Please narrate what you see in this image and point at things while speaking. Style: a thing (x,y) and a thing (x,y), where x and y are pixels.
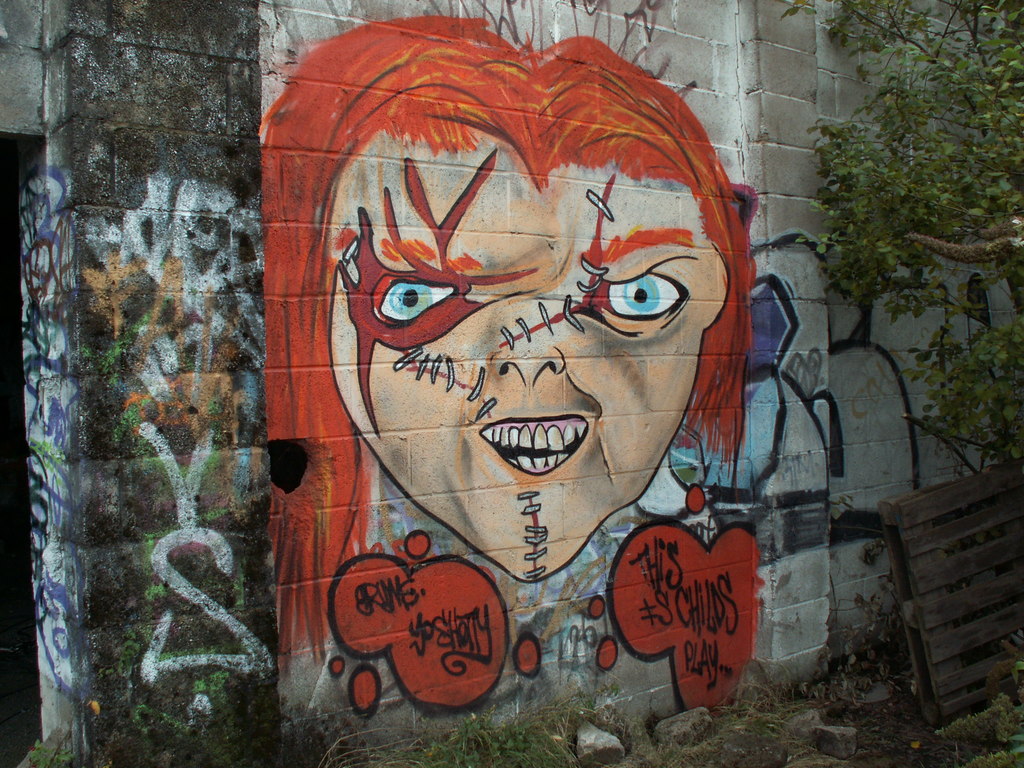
In this image there is a wall (624,496). There are paintings (674,291) of face (485,204) and text (713,653) on the wall (166,418). To the right (989,198) there is tree (936,193) in front of the wall (900,425). In the bottom right (933,606) there is a wooden plank (911,517) leaning on the wall (837,494). At the bottom (476,761) there are stones (687,722) and grass (637,736) on the ground (536,742).
